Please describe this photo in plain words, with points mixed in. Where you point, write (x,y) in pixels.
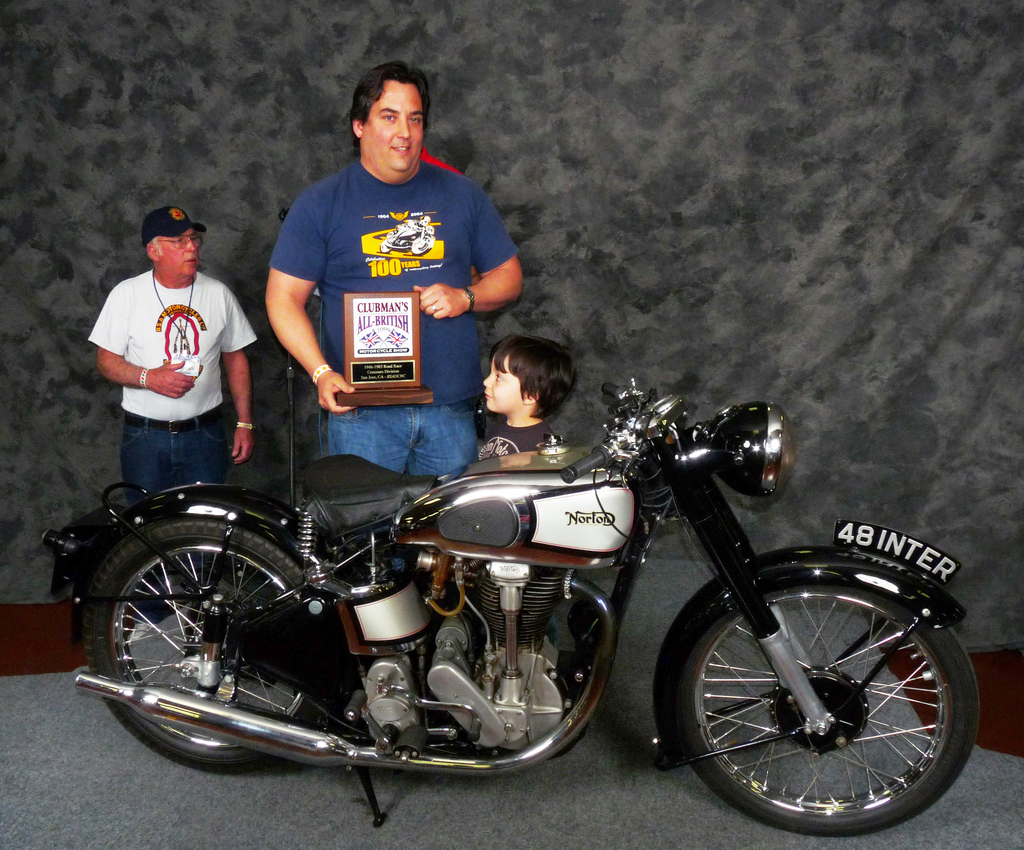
Three persons (348,223) are behind the bike (705,635). In the center (406,429) we have a blue shirt color person (468,449) Is holding a memento (406,374).
